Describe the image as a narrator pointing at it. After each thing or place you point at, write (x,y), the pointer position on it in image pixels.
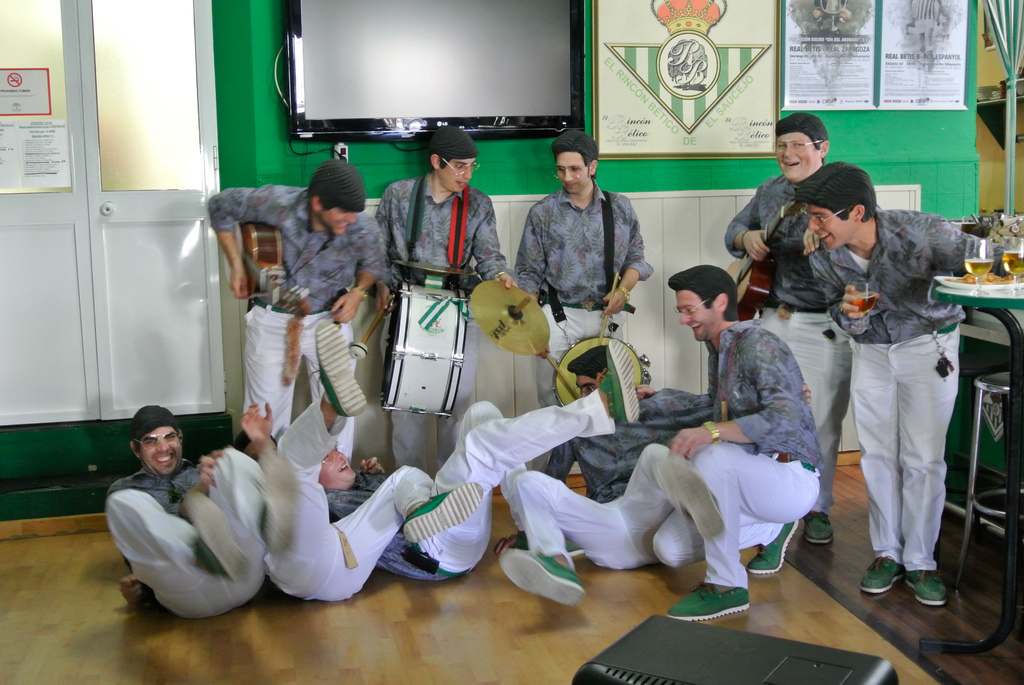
There are five persons (383,533) sitting on the floor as we can see at the bottom of this image, and there are five persons (812,289) standing and holding some instruments (487,301) in the middle of this image (457,287). There is a wall (923,147) in the background (877,186). There is one table (958,291) on the right side of this image (988,308) and there are some objects (970,287) kept on it. There is a door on the left side of this image (77,277) and there is a television (339,129) at the top of this image (426,68), and there are some other frames (736,67) are attached onto the wall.
